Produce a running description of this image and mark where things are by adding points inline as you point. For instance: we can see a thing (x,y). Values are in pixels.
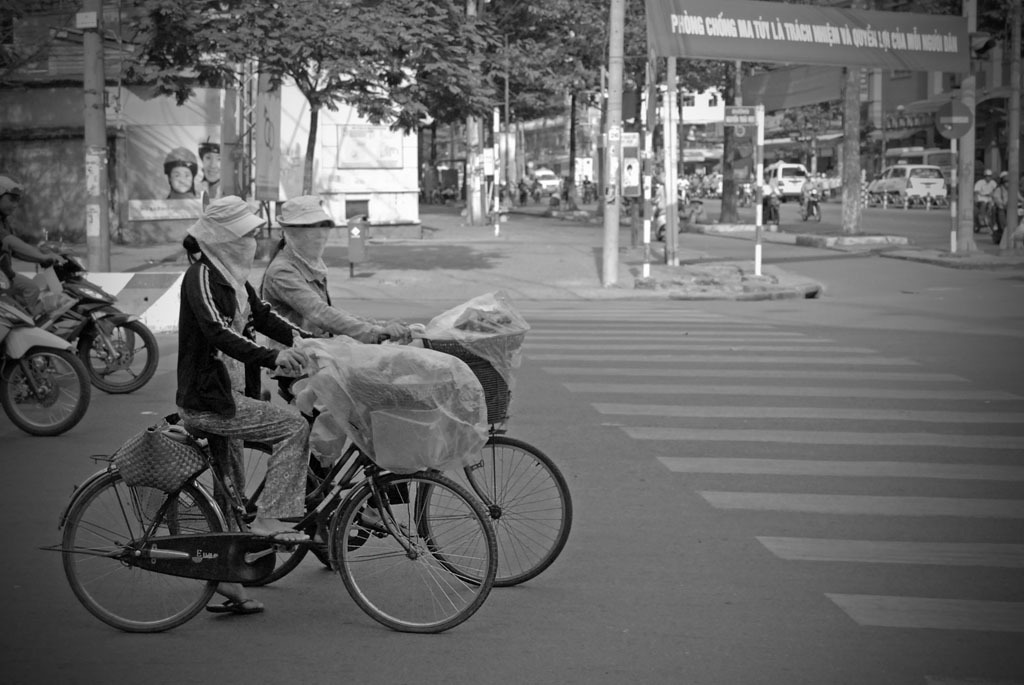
In this picture we can observe two persons (281,442) on the bicycles (385,491). There are covers (443,364) on the bicycles (406,374). Two members (290,343) were wearing caps (251,226) on their heads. On the left side (74,279) there are bikes (41,355). We can observe zebra crossing (770,367) on the right side (796,457). In the background (311,1) there are trees (388,64) and poles (613,238). We can observe some buildings (581,154).
